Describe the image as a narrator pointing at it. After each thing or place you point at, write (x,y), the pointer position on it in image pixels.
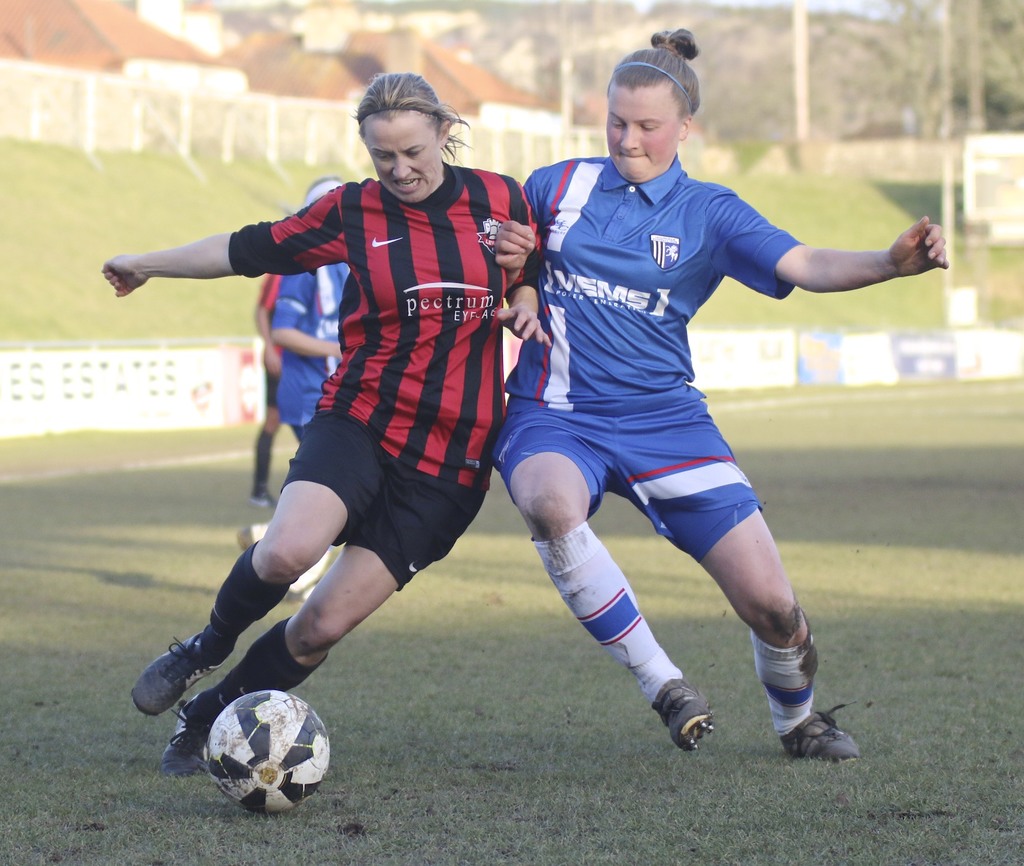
Here there are two women (433,450) on the ground (474,535) trying to hit the foot ball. In the background (320,330) there are two persons (315,287), poles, grass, hoardings (114,406), houses (288,67), trees (842,82) and sky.
